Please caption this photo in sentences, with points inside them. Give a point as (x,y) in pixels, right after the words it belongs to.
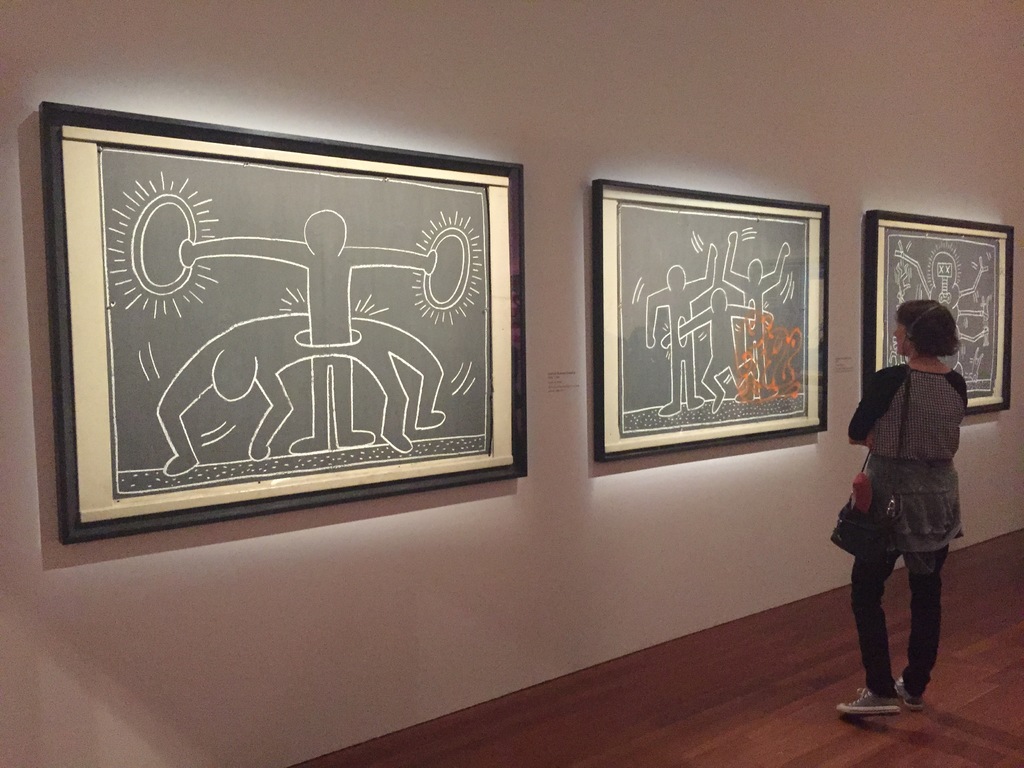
In this picture there is a woman (917,439) standing in the right corner (901,439) and there are few photo frames (676,319) attached to the wall (581,261) in front of her.
